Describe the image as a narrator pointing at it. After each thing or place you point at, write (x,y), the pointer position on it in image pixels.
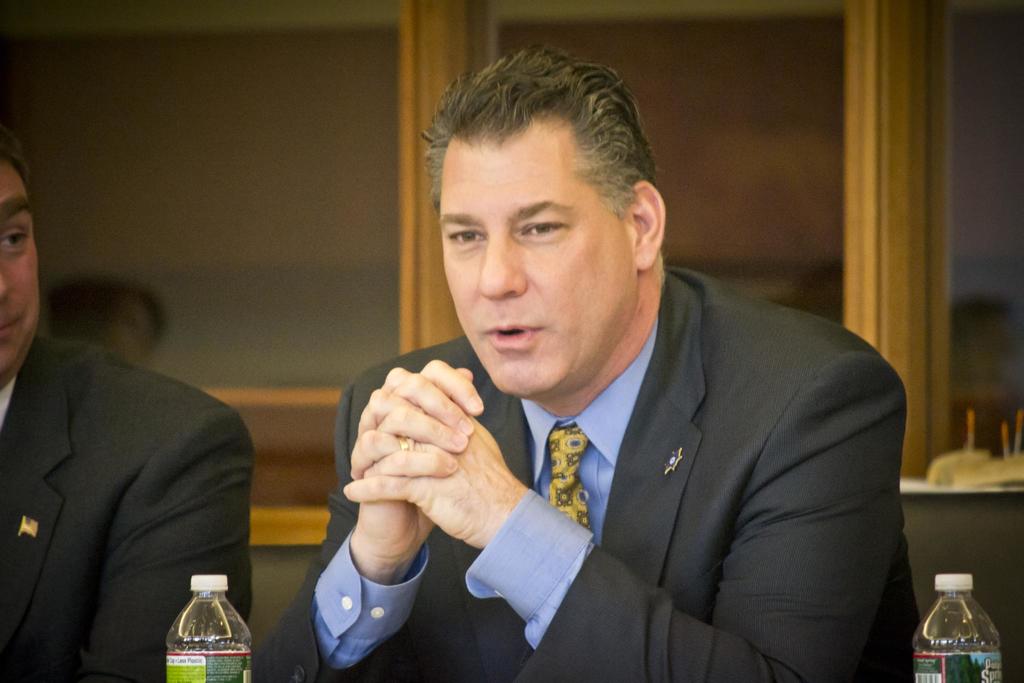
In this image I can see a person (337,523) sitting wearing black blazer (660,496), blue shirt (609,463), yellow color tie (557,456). In front I can see two bottles (918,655). Background (749,76) I can see few glass windows (724,83).
